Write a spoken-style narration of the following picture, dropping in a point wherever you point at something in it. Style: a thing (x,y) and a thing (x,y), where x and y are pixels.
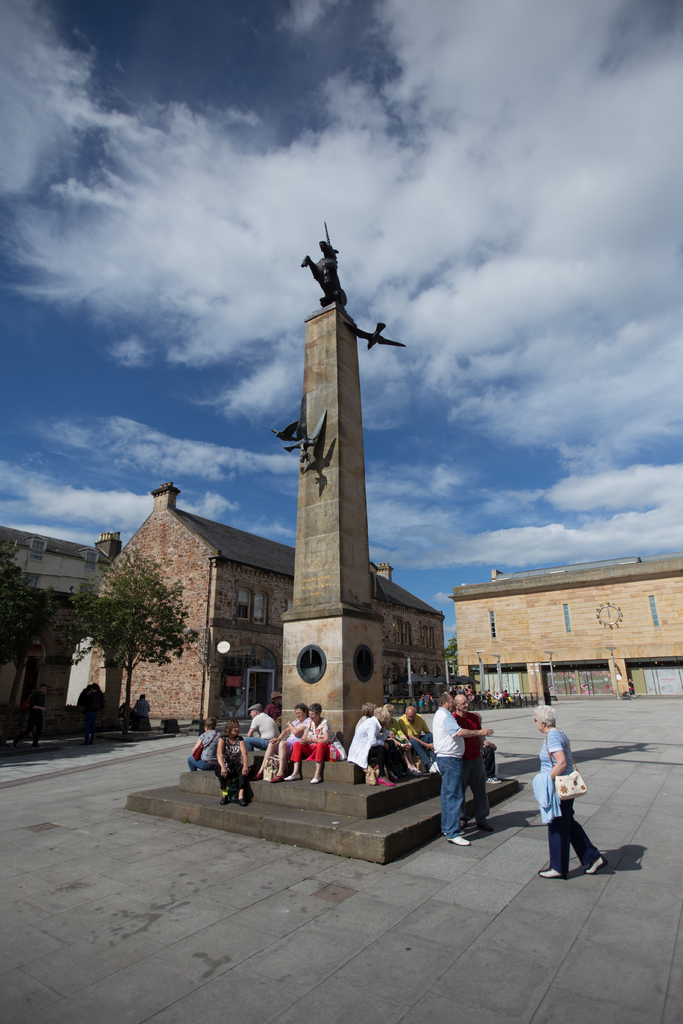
In this image I can see people (453,792) among them some are sitting and some are standing on the ground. Here I can see statue (355,452). In the background (437,545) I can see buildings (515,606), trees (150,648) and the sky (230,328).
